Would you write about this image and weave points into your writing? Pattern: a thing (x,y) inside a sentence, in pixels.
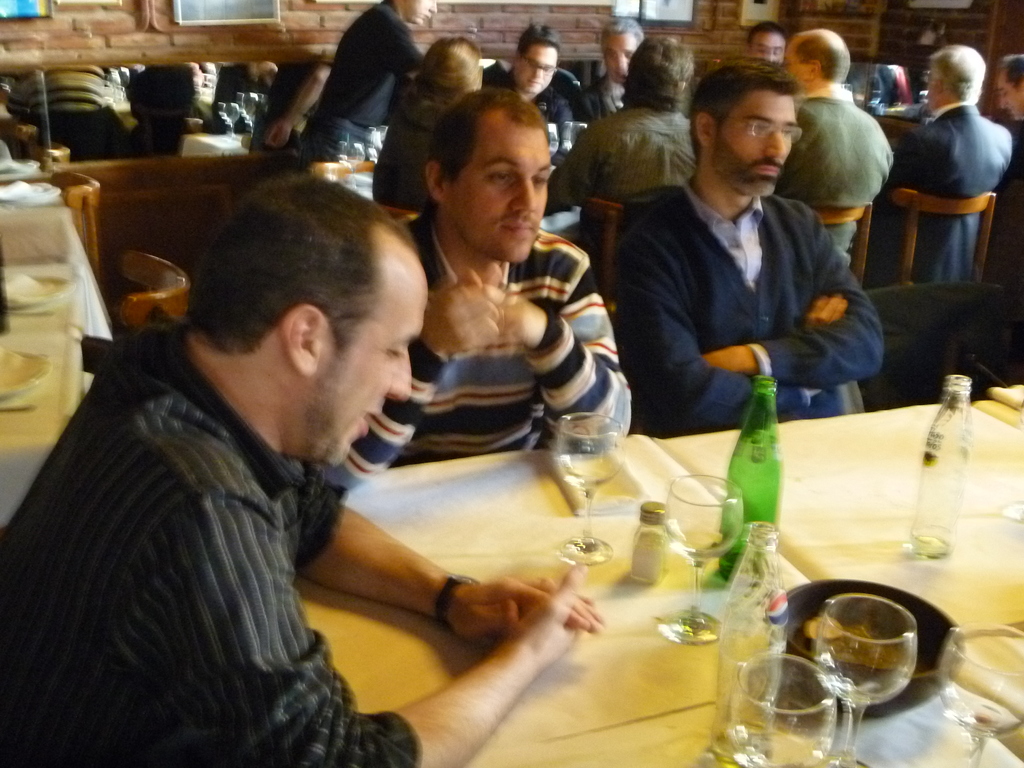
There are many persons (526,265) sitting in this room (466,316). There are many chairs (606,216) in this room (178,278). There are many tables (865,443). On one table (885,466) there are bottles (751,467), glasses (775,688), bowl (919,674). In the background (339,26) there is a brick wall (125,43).
